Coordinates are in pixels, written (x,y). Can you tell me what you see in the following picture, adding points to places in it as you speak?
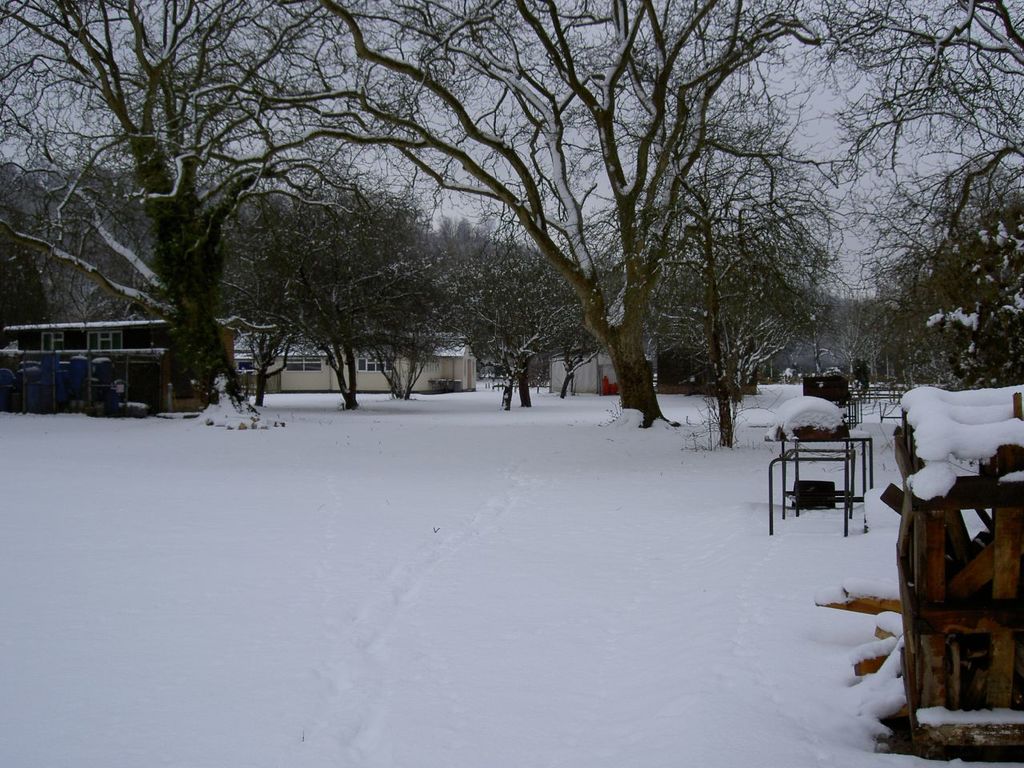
As we can see in the image there is snow (510,487), buildings (290,389) and trees (507,281). On the top (471,210) there is sky (471,210).
